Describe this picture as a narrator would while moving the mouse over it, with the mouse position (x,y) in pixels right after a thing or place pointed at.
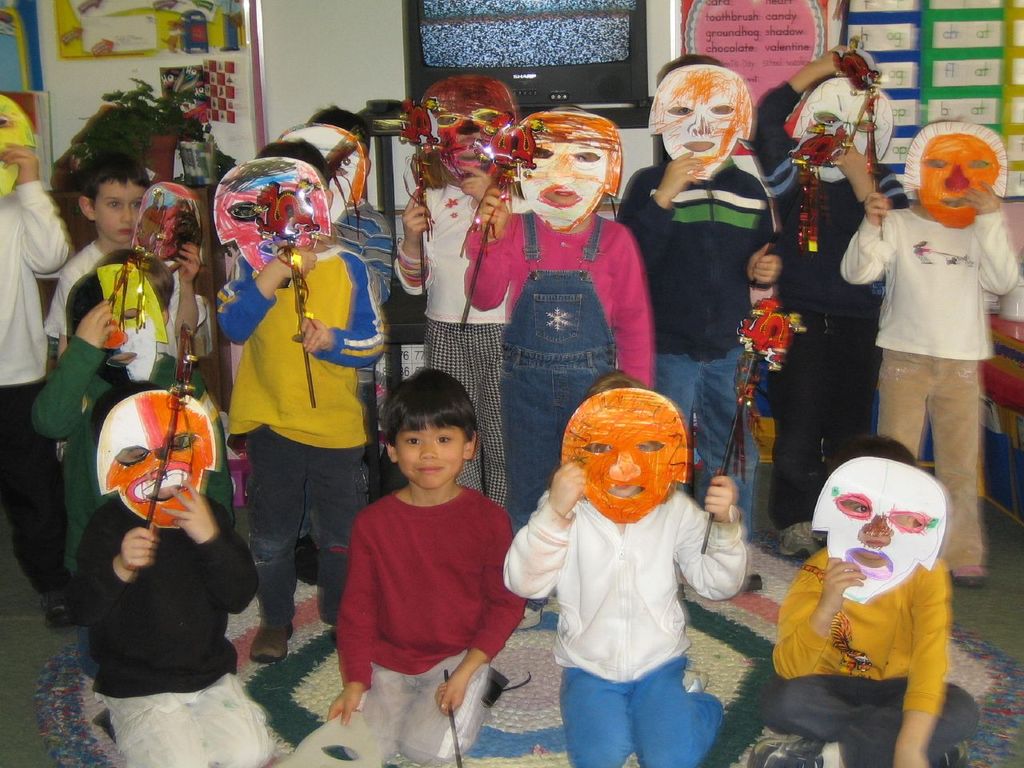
In this picture I can see there are few kids (734,504) and they are wearing masks (834,496) and standing and there is a television (565,5) here and there are some papers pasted on the wall (287,37) and there is a notice board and there is a carpet (48,689) on the floor (18,735).
